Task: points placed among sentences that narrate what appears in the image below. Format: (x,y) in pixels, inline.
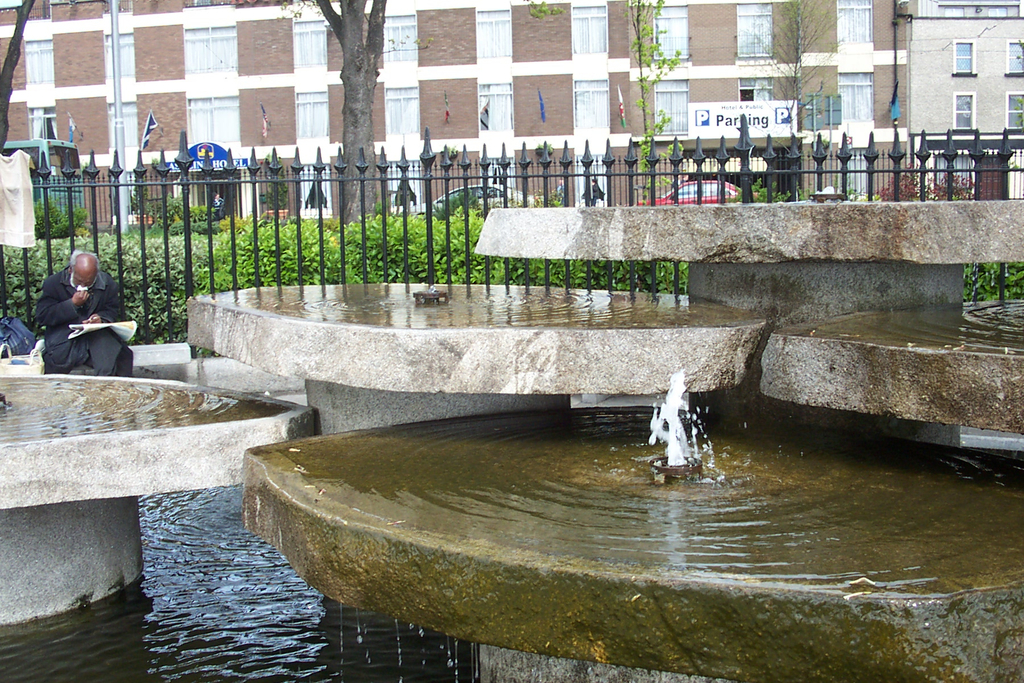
In the picture I can see the water (504,504), a man (57,347) is sitting and holding some object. In the background (102,201) I can see fence (429,226), plants (372,249), buildings (415,159), trees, flags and some other objects (738,114).
